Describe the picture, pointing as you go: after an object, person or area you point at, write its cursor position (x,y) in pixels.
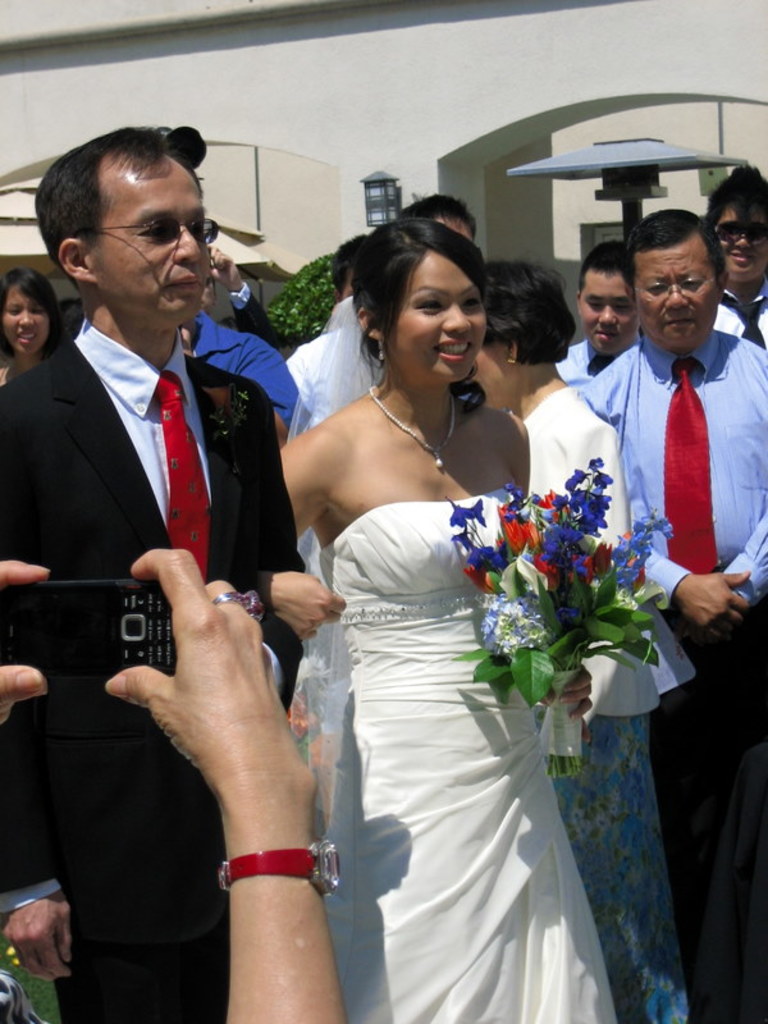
In this picture we can see a group of people (290,466) standing and a woman (329,796) is holding a bouquet (512,684) and the other person (203,635) is holding a mobile (161,646) and to the person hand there is a watch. Behind the people (335,527) there is a tree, wall (426,111) and an object (606,166).
